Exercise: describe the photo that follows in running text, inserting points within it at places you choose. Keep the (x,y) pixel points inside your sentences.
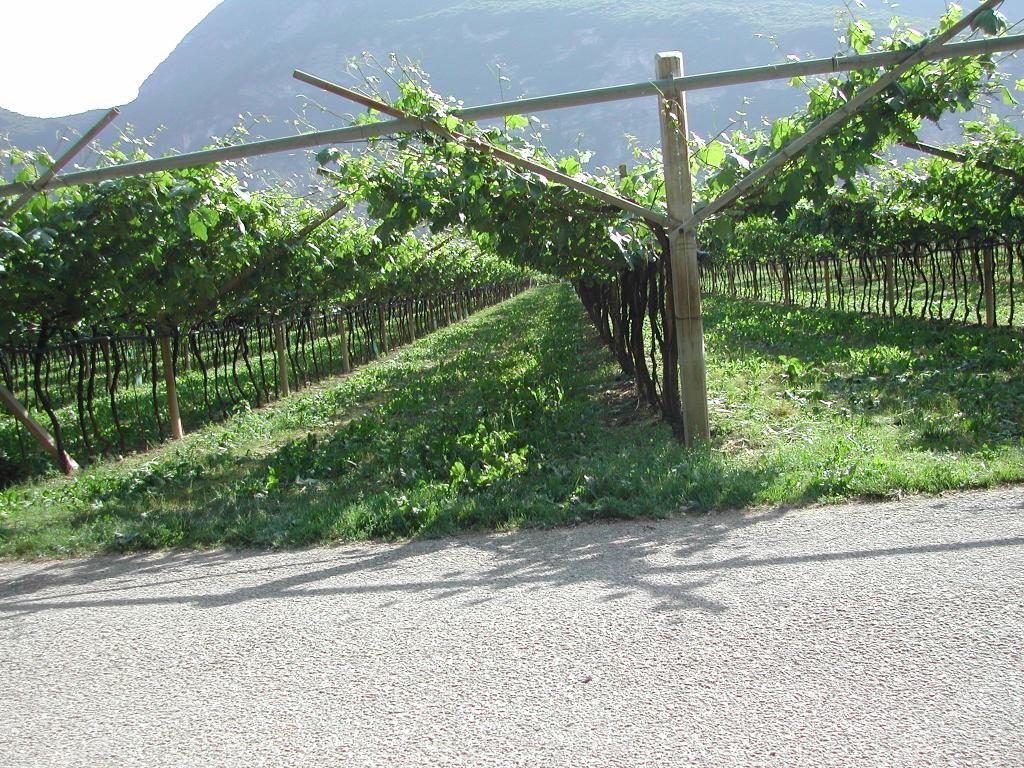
There is a road (432,649) at the bottom of this image (408,609), and there are some trees (159,323) as we can see in the middle of this image (370,285). There is a mountain (214,94) in the background (472,104).
